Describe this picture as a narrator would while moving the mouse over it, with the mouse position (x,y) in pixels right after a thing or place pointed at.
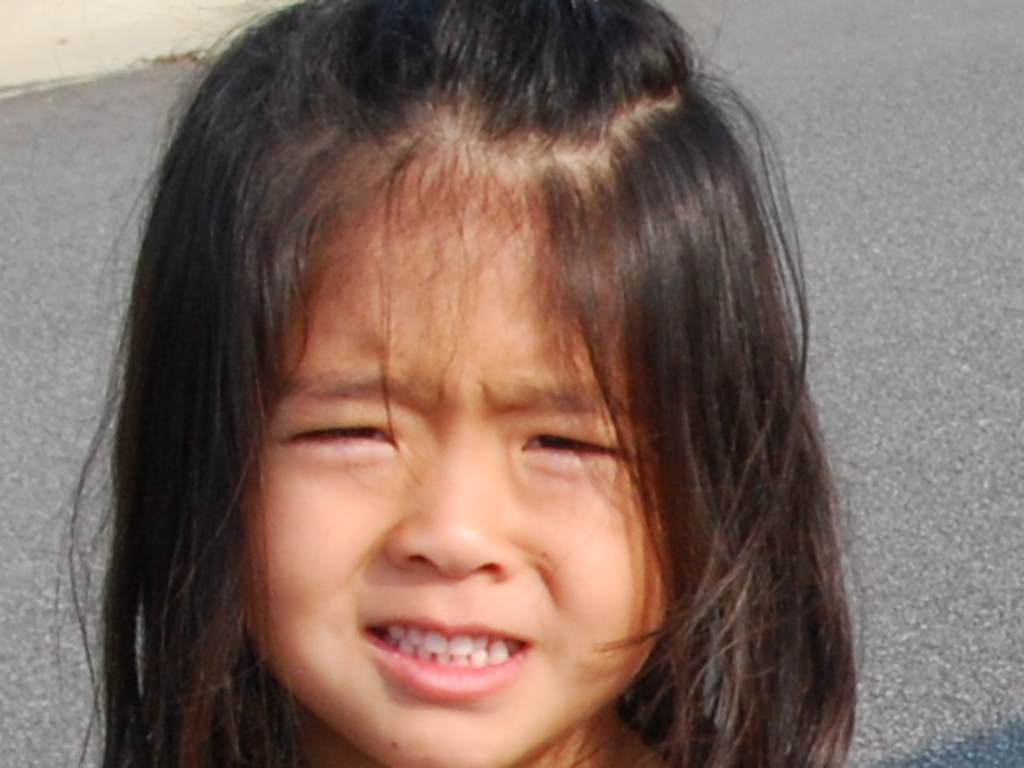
There is a girl (617,627) squinting near the road (75,284). In the background (42,561), there is asphalt (30,570).
